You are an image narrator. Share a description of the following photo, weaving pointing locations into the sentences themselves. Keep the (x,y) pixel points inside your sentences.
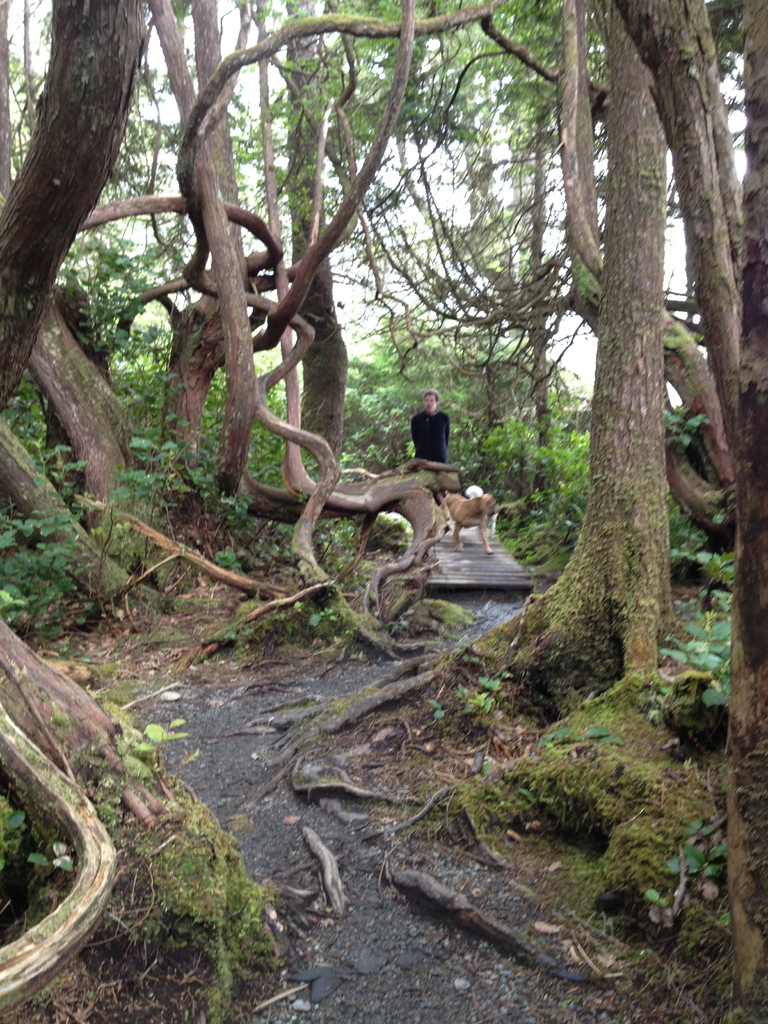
This picture might be taken in a forest (408,536) in this picture in the center (465,569) there is one bridge (446,557), on the bridge (471,576) there is one dog (485,526) and one person (440,442) who are walking, and in the background (152,341) there are some trees (518,464). At the bottom (349,899) there is a walkway (380,908).
